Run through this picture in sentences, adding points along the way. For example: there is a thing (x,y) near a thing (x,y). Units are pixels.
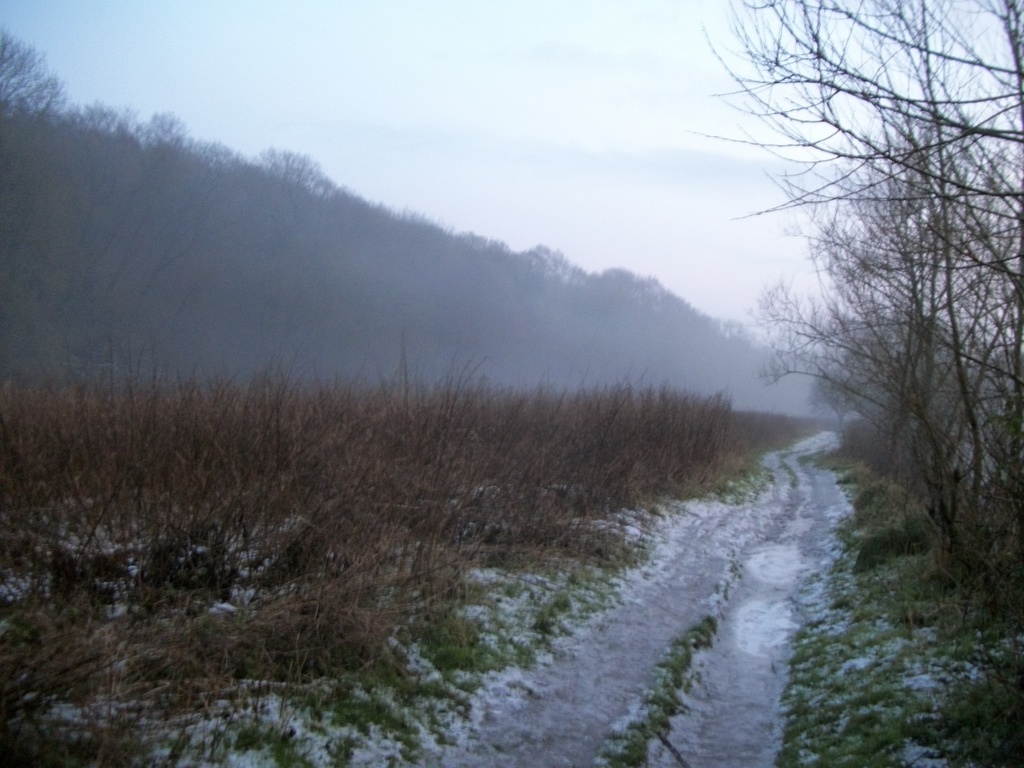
In this image we can see snow (725,660) and ice (748,633) on the ground (717,647), on the right side (892,398) there are few dry trees (931,376) and on the left side (300,546) there is a dry grass (422,433) and in the background (300,382) there are few trees (511,281) and sky (568,103) on the top (564,114).
